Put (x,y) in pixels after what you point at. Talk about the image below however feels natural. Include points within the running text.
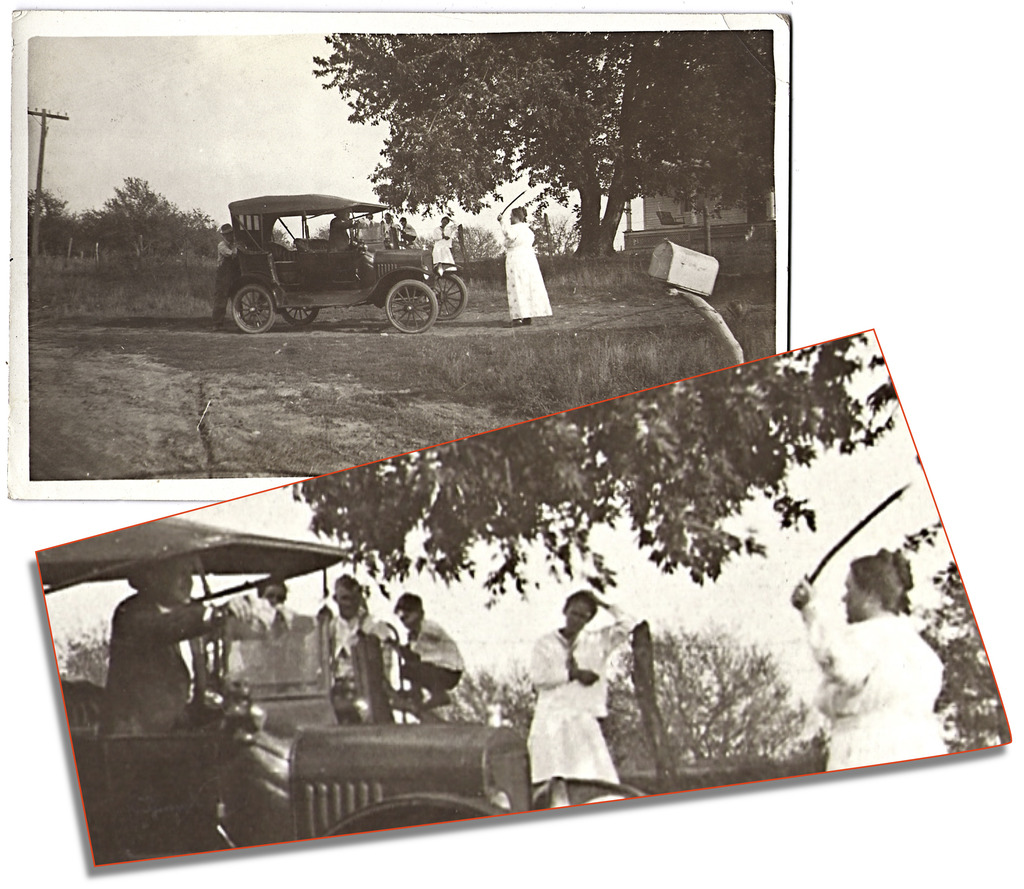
In this image we can see a collage pictures, in both the pictures we can see a few people (442,661), vehicles (250,538), trees (516,430), in the top (42,127) picture we can see an electric pole (44,109), a mailbox (698,254) and a house (651,209), also we can see the sky (260,149).
